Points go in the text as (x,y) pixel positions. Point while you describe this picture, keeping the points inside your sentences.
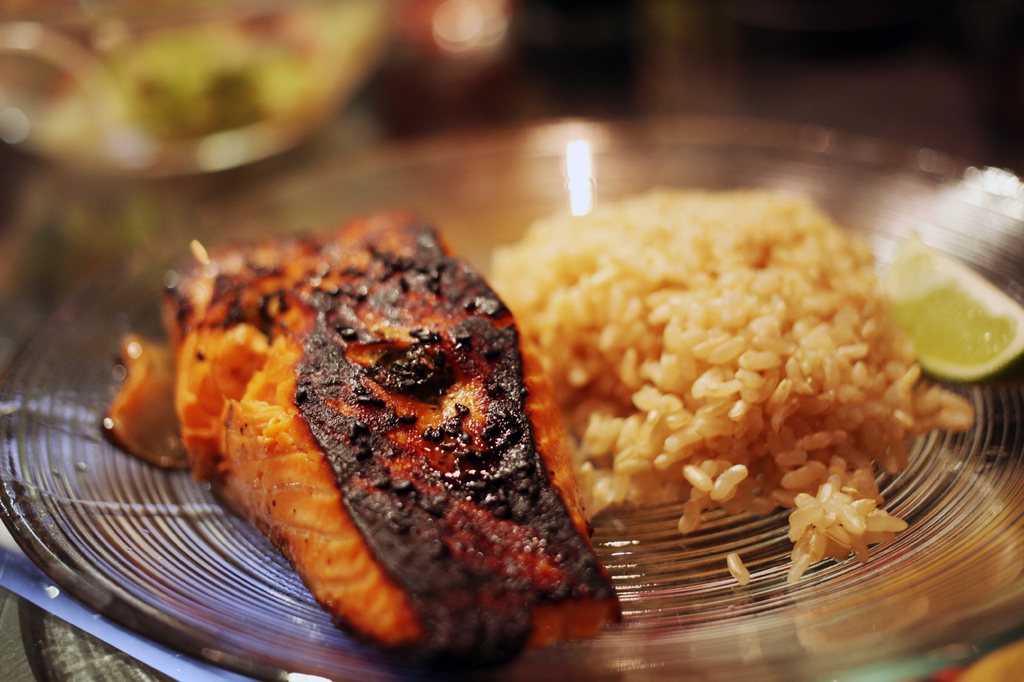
In this image we can see some food item (516,455) which is in glass plate (71,491) and background (285,11) is blurry.
